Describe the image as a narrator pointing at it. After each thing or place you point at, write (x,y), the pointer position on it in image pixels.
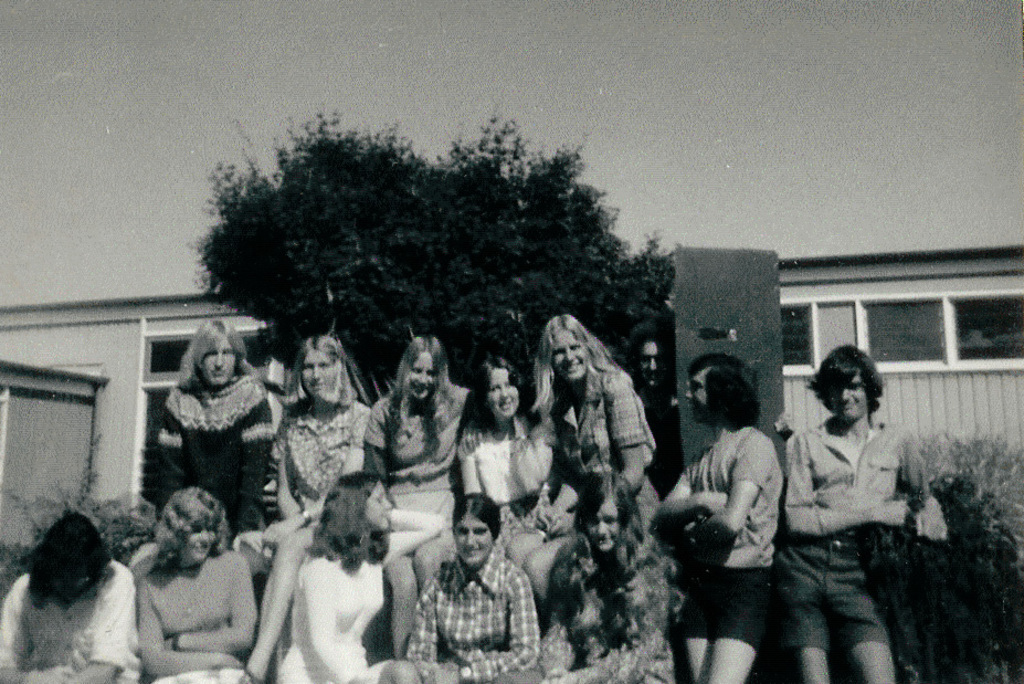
In the image we can see there are women (438,498) sitting and there are two men (803,501) standing. Behind there are trees (547,295) and there is a building (970,347). There is a clear sky (268,61).
